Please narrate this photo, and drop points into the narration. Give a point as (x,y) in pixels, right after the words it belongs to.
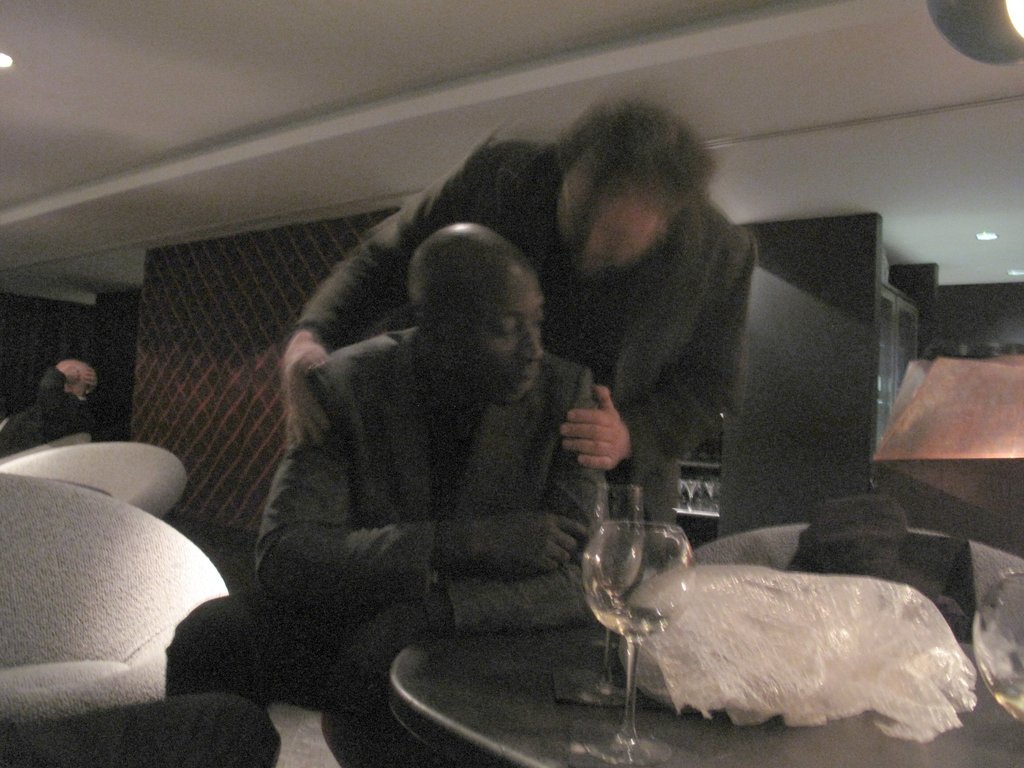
On the right side (816,754) there is a table (825,740). On the table (836,730) there are glasses (645,562) and some other items (840,597). Near to that a person (405,541) is sitting. Behind him there is a person (589,308) standing. Also there are chairs (100,484). On the left side (67,407) there is a person (80,416) sitting. In the back (277,303) there is a wall (782,346). On the ceiling (49,68) there are lights (5,57).
